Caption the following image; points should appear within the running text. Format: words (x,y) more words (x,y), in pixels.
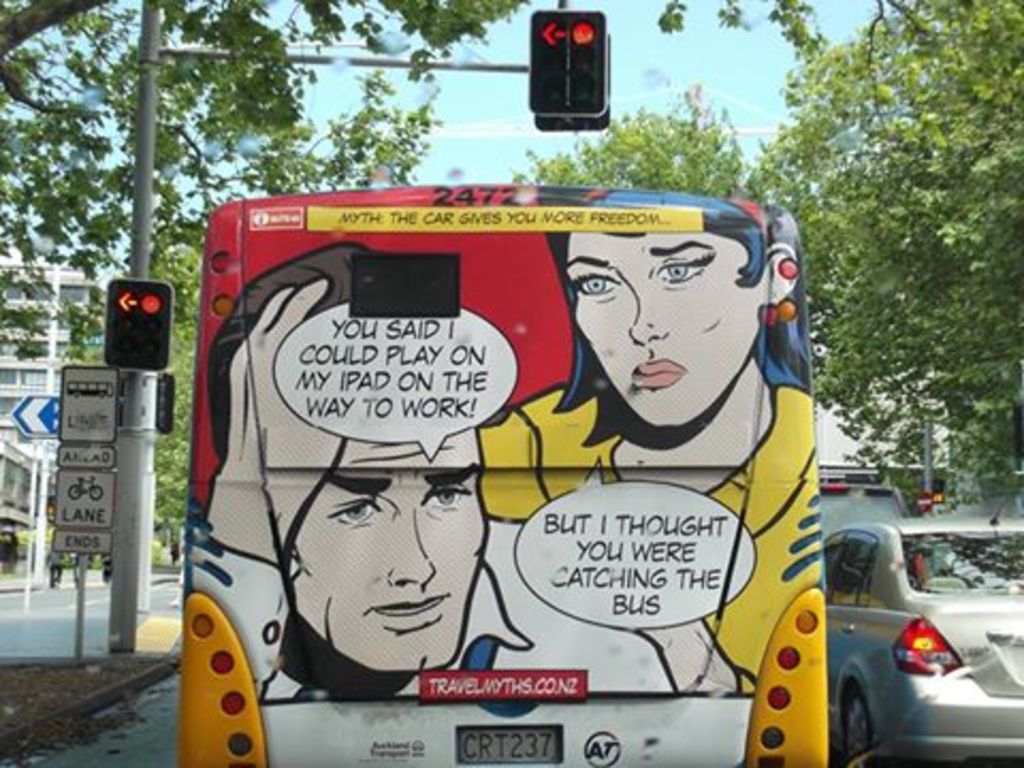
Here we can see cartoon images (490,482) and texts (441,370) written on a vehicle (535,422). On the left side (4,148) there are trees (6,137), buildings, traffic signal poles (128,463), sign board poles (83,544) and few persons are walking on the road (71,620). On the right side (1020,62) there are vehicles (1006,754), trees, poles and an object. In the background (478,137) we can see clouds (462,59) in the sky (462,59).
